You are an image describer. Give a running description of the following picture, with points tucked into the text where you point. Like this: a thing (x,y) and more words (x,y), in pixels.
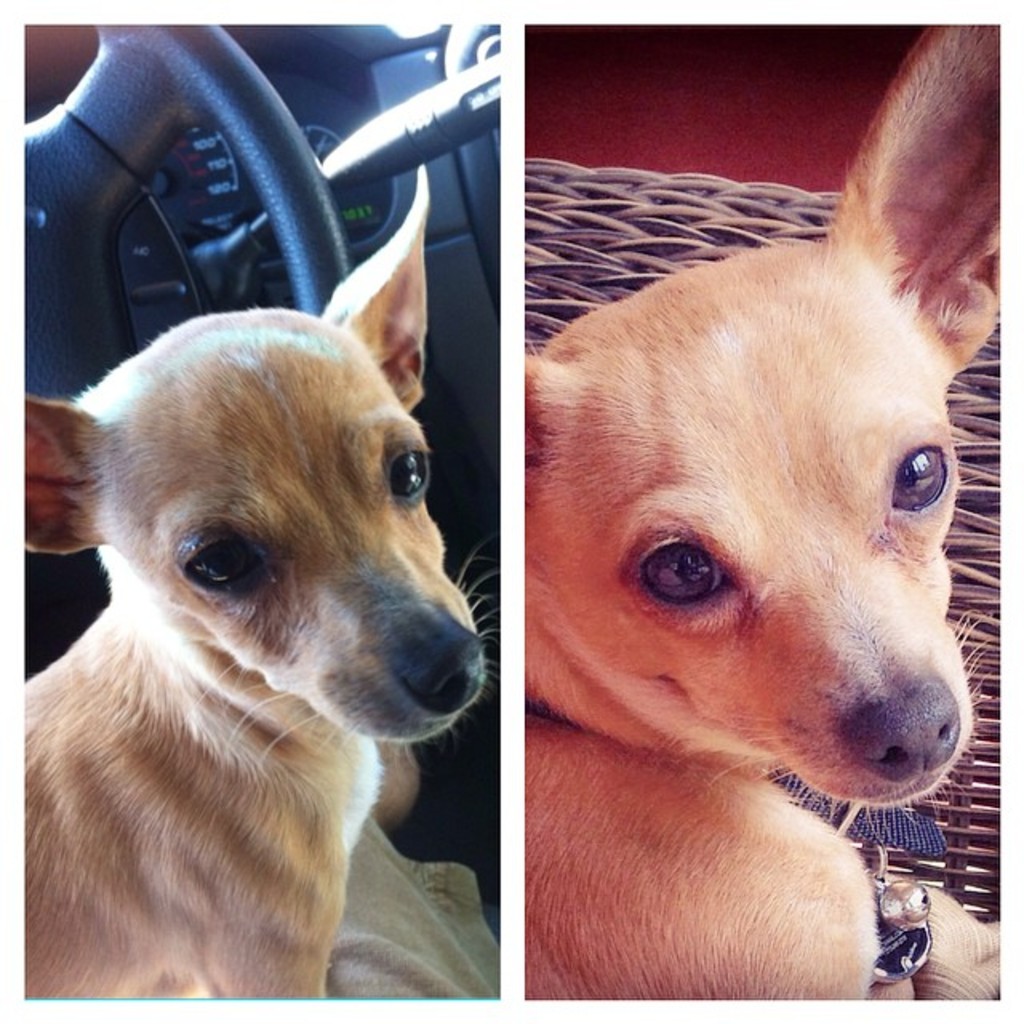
In this picture I can see there is a collage, there is a picture of dog (700,842) and in the left (170,53) image I can see there is a steering wheel (284,178), speedometer (200,168). Onto right side (869,235) the dog (860,212) has a belt (894,819) and there is a basket (716,231) and there is a red color surface (747,120) in the backdrop (717,124).
